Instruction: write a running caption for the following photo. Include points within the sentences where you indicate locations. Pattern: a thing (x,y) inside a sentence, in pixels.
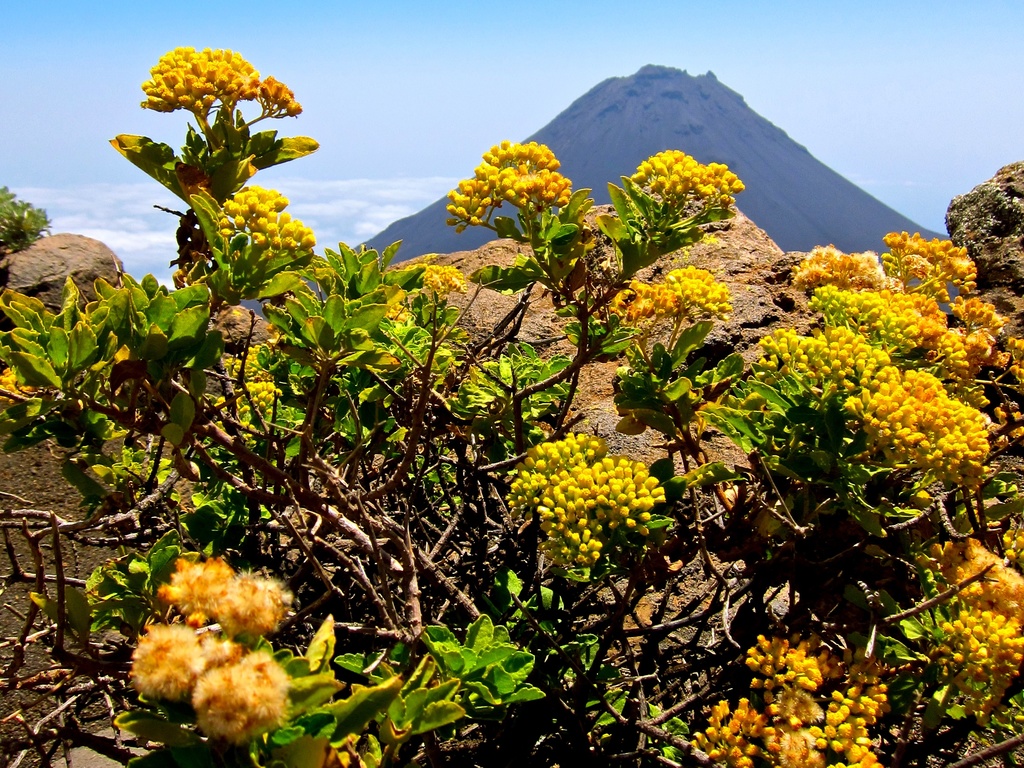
We can see plants (757,535), flowers (996,688) and buds (631,464). In the background (607,157) we can see hill (814,215) and sky (495,117).
